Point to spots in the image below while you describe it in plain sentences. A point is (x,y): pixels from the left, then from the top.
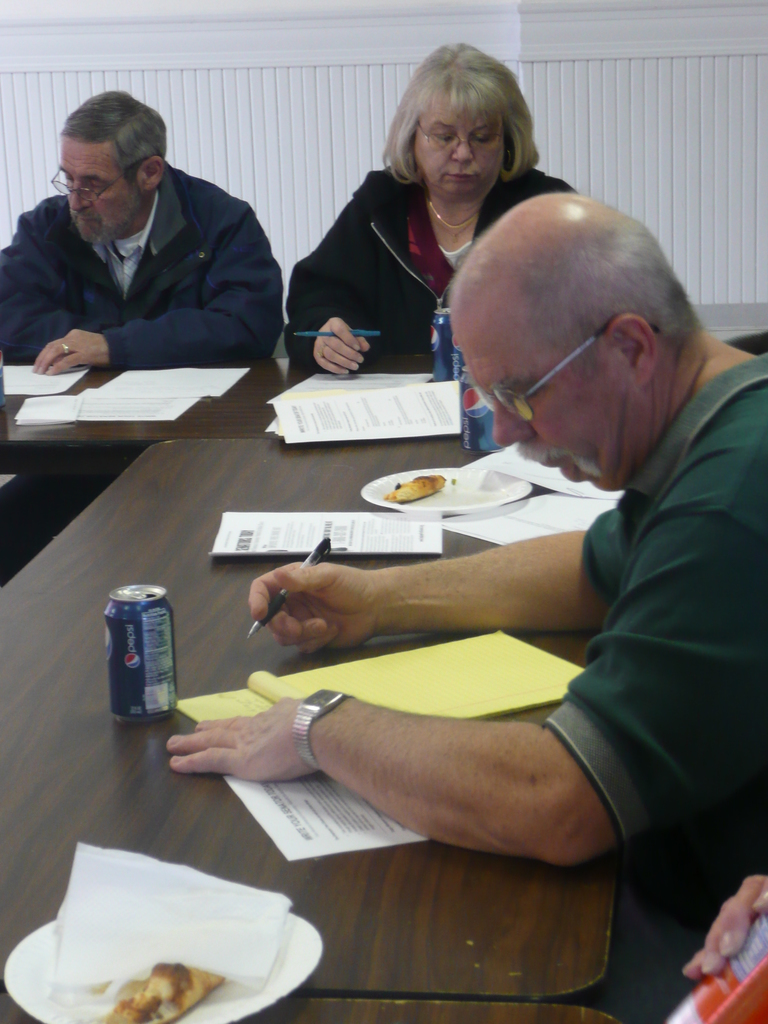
In the picture I can see a man (644,772) wearing a T-shirt (647,565) on the right side (729,634) and he is holding a pen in his right hand (369,605). I can see the wooden tables (45,447) on the floor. I can see the plates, a Pepsi tin (127,628) and papers (294,403) are kept on the table (365,894). In the background (352,293), I can see two persons (365,194) and they are having a look at the papers (340,375) which are on the table (389,359). I can see the hand (716,952) of a person (749,907) on the bottom right side (717,944).
